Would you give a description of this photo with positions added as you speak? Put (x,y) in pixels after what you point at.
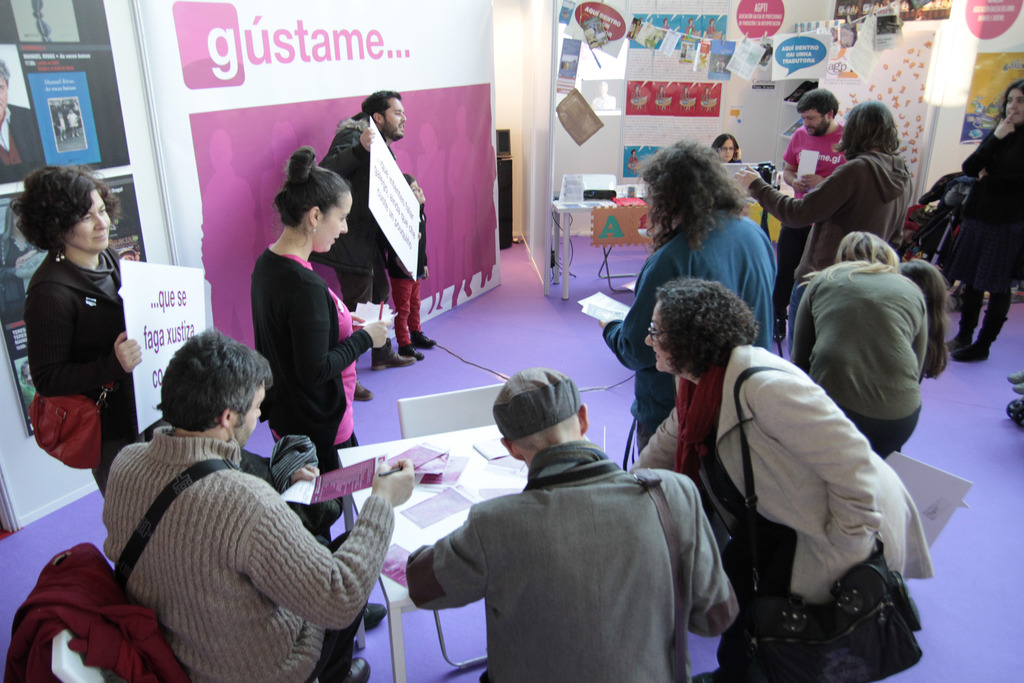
In this picture, we see many people (978,304) are standing. At the bottom of the picture (604,542), the man (527,575) in grey jacket (515,598) is sitting on the chair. In front of him, we see a table (441,521) on which papers (454,501) are placed. Beside him, the man (186,542) in brown jacket (170,585) is holding a pen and the papers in his hand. The man (357,140) in black jacket (354,170) is holding a whiteboard (402,201) with text (383,205) written on it. Behind him, we see a banner (253,110) in white and pink color. On the right side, we see a table (584,202) on which plastic boxes (571,193) are placed. Behind that, we see a wall (662,63) on which many posters (645,89) are pasted.
